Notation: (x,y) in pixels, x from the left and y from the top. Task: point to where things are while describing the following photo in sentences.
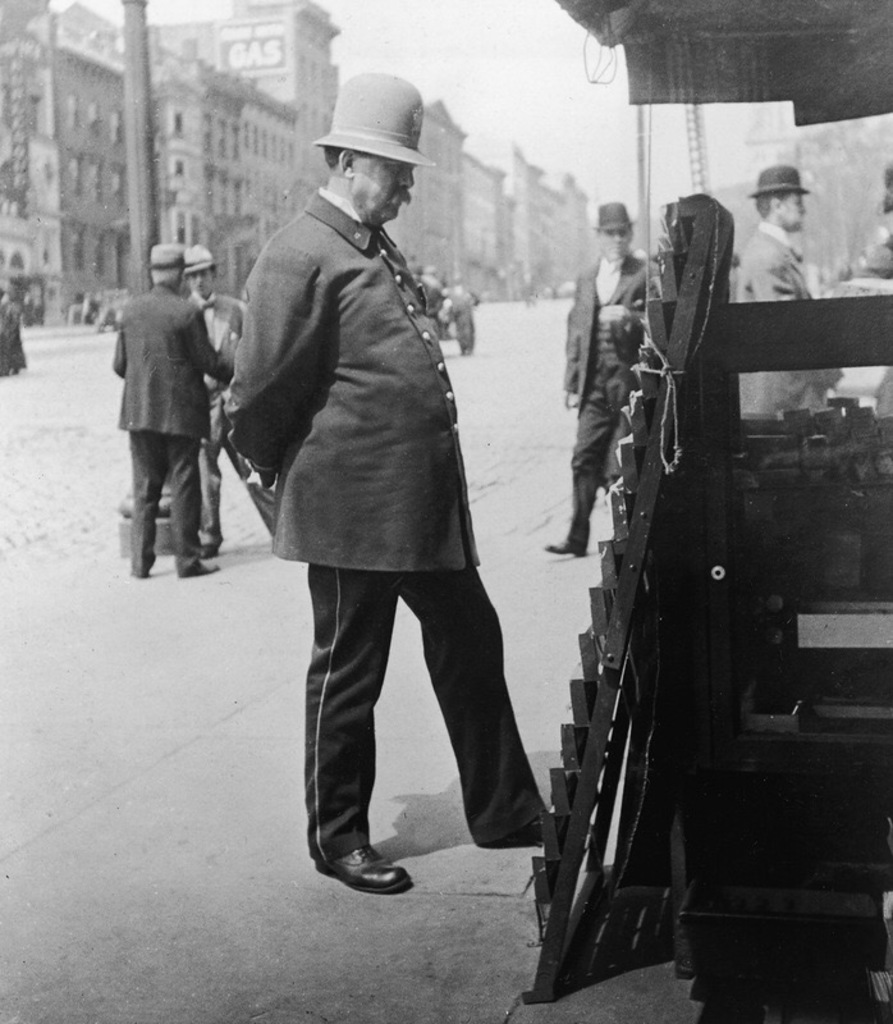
In this image I can see the road (115,476). On the road (80,476) I can see few people (164,376) with the dresses (120,347) and hats (189,268). I can see there is a stall (670,455) to the right (736,485). In the background (174,242) I can see the pole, many buildings (192,218) and the sky (490,49). And this is a black and white image.
